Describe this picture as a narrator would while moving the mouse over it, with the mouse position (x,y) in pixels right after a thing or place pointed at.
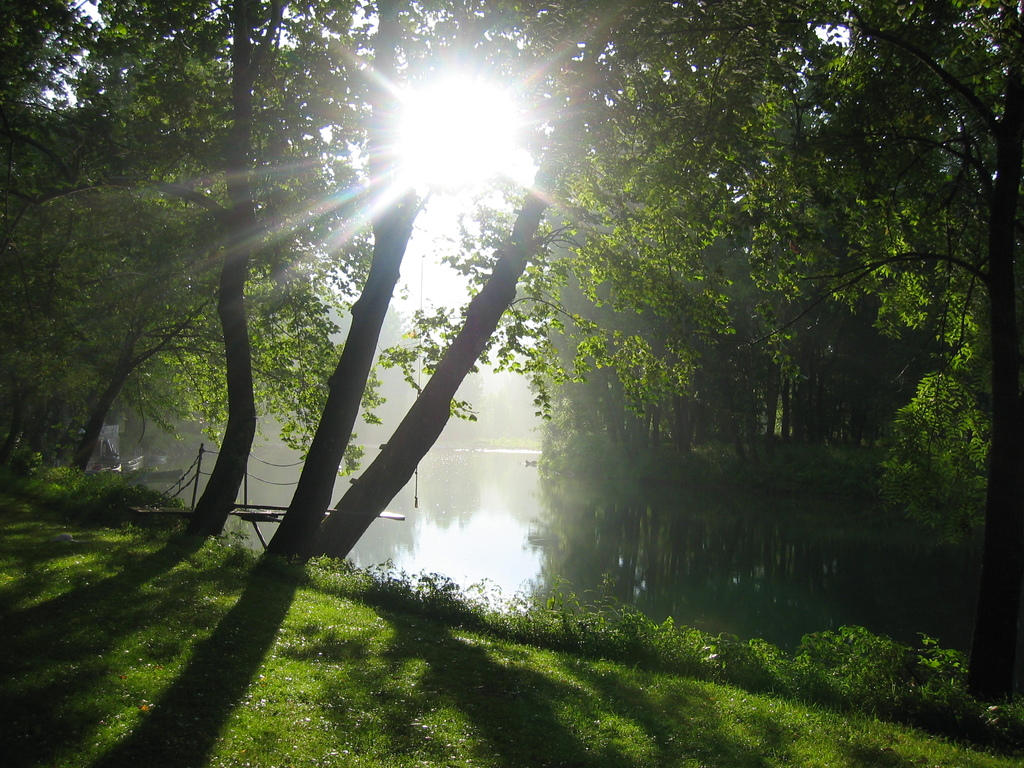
In this image there are trees (650,220) towards the top of the image (350,211), there is water (726,520), there is grass (165,642) towards the bottom of the image (506,675), there is an object (280,475) that looks like a fence (293,484), at the background of the image (473,151) there is the sky (450,215), there is the sun (477,118) in the sky (435,99).
